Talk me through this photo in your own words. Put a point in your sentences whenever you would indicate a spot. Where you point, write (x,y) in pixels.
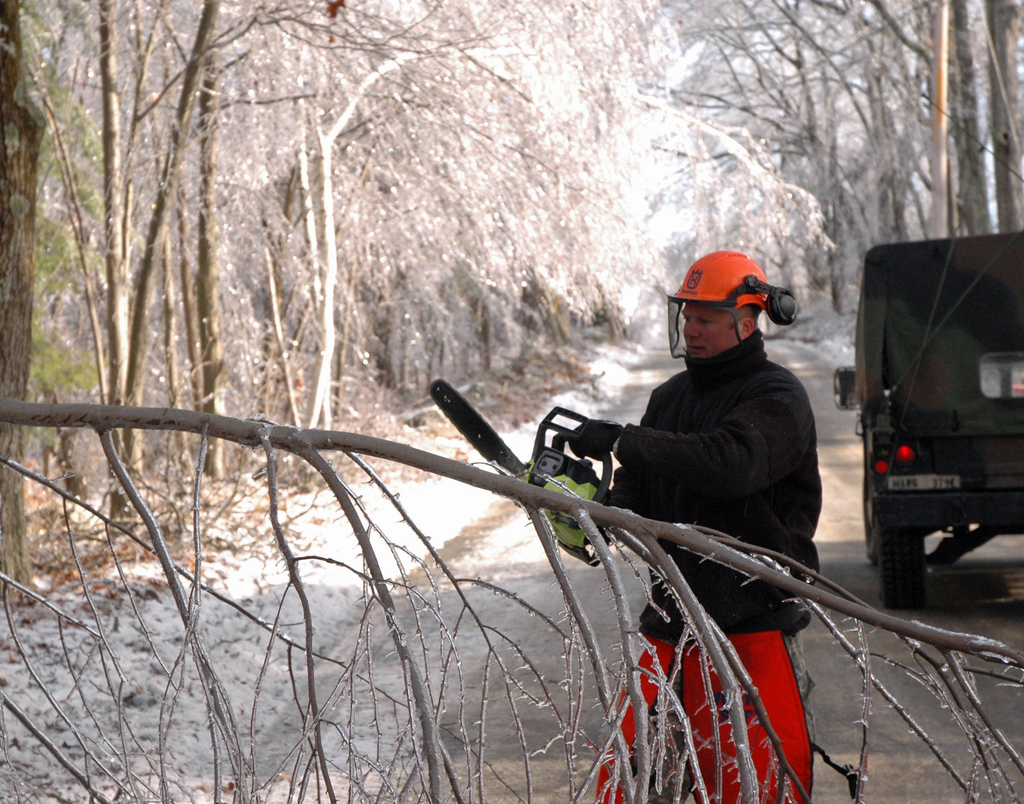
In this picture, there is a man (792,694) cutting the tree (473,484) with a saw tool (525,478). He is wearing a black jacket (720,513), red trousers (755,636) and an orange helmet (742,256). Towards the right (995,425), there is a vehicle (859,384). In the center (509,520), there is a lane (551,570). On both the sides of the lane (535,564), there are trees (564,199).
